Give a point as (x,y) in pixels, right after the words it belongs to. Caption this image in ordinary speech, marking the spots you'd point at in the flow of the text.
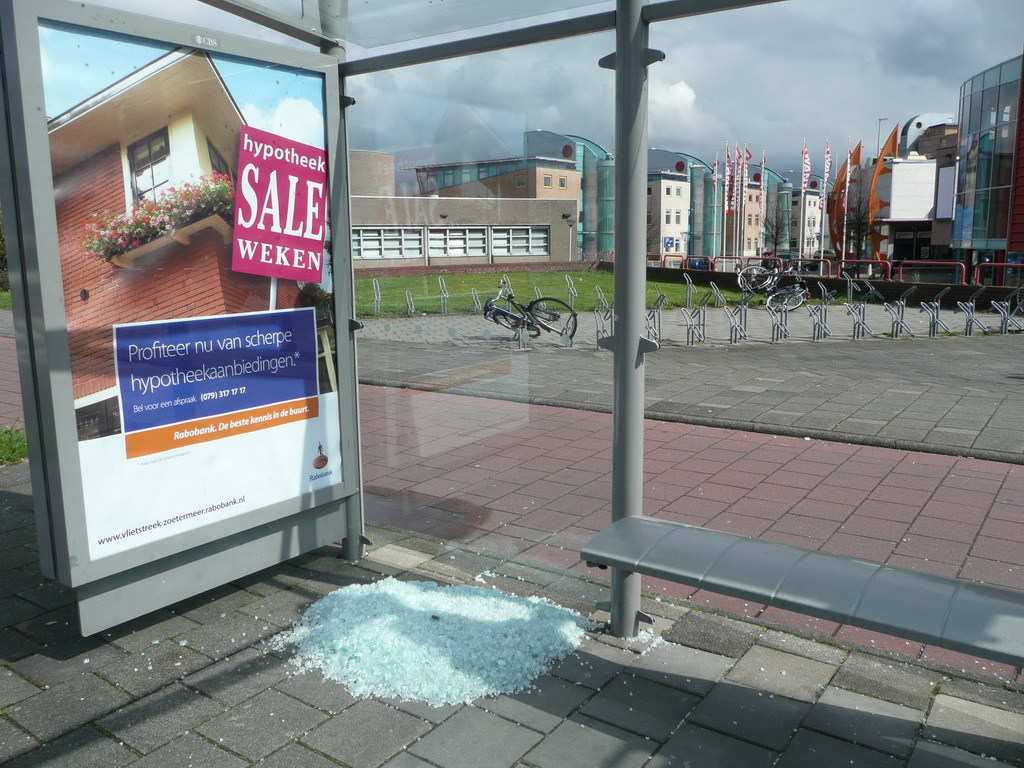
This is a picture of the outside of the city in this picture, in the foreground (345,453) there is one bus shelter (241,563) and an advertisement (221,392) is stick to that shelter (260,386). In the background (952,203) there are some buildings (908,200), poles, flags (826,175), cycles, fence (924,283) and grass (647,299). At the bottom (469,514) there is a walkway (774,470) and on the walkway (572,673) there is some broken glass (480,616), on the top of the image (575,91) there is sky (554,117).
